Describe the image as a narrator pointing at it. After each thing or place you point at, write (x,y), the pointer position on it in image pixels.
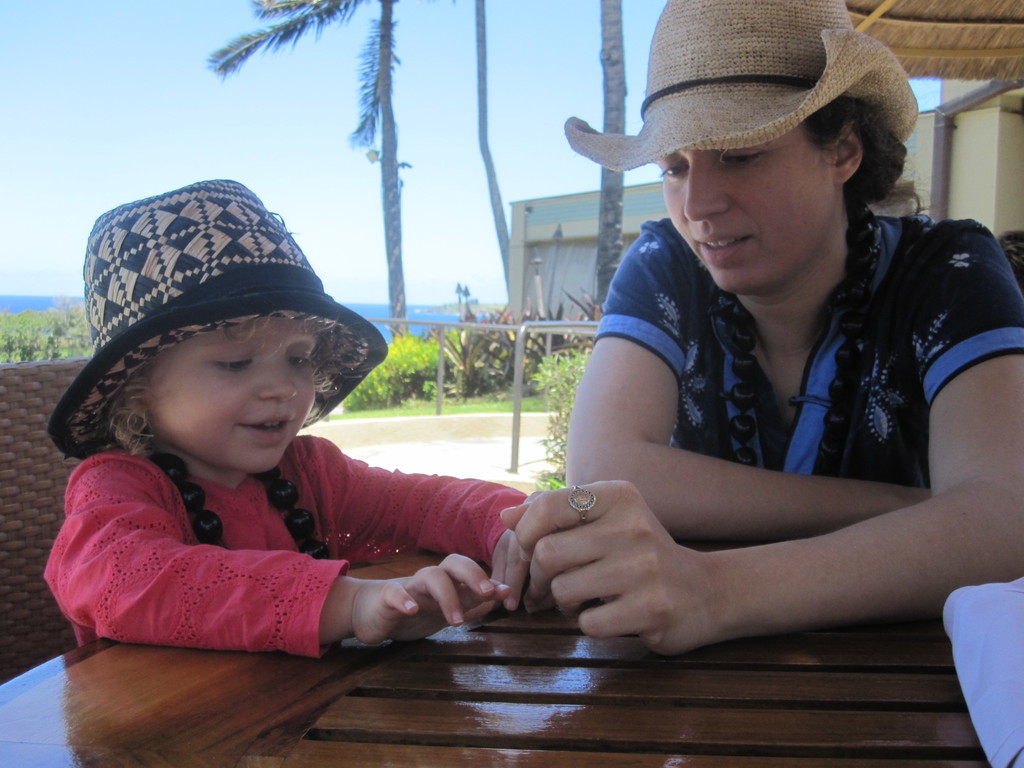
In the picture we can see a woman (914,501) and a girl child (230,409) are sitting near the table (869,729), keeping their hands (414,612) on the table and touching each other hand (433,606) and they are in hats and behind them, we can see a path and besides the path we can see a railing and some plants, three coconut trees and building walls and in the background (40,13) we can see the water surface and the sky (530,85).
